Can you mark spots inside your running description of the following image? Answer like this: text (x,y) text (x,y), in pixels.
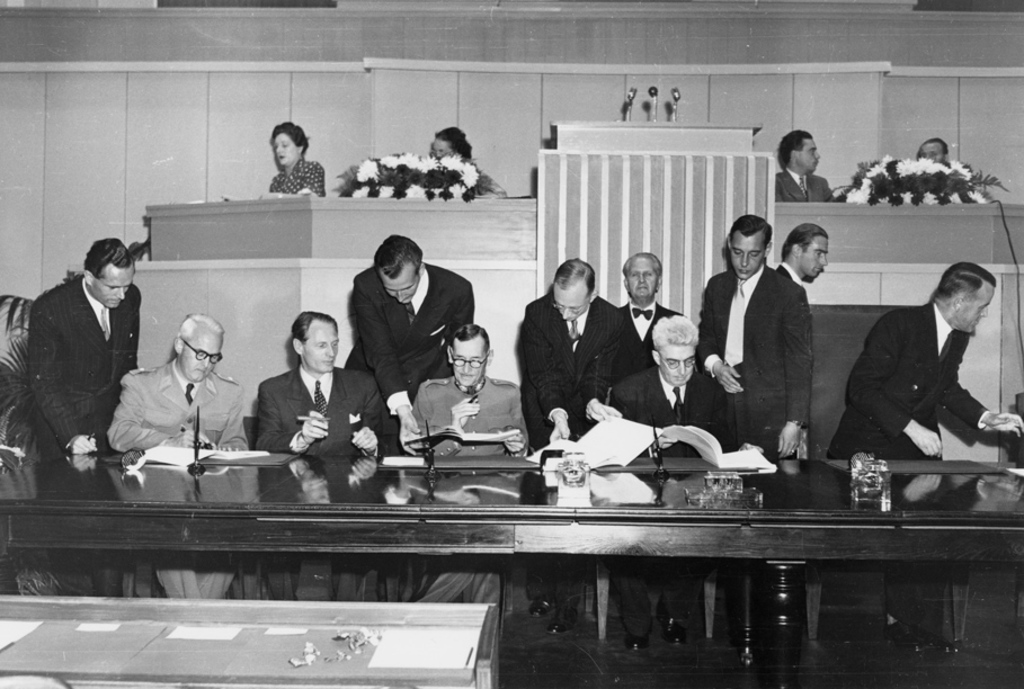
In this picture there are some people (329,379) sitting on the chairs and some people (565,379) standing behind them to the desk (680,555) on which there are some Mic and glasses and behind them there is desk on which are some bouquets (378,182) and people (793,150) standing.
